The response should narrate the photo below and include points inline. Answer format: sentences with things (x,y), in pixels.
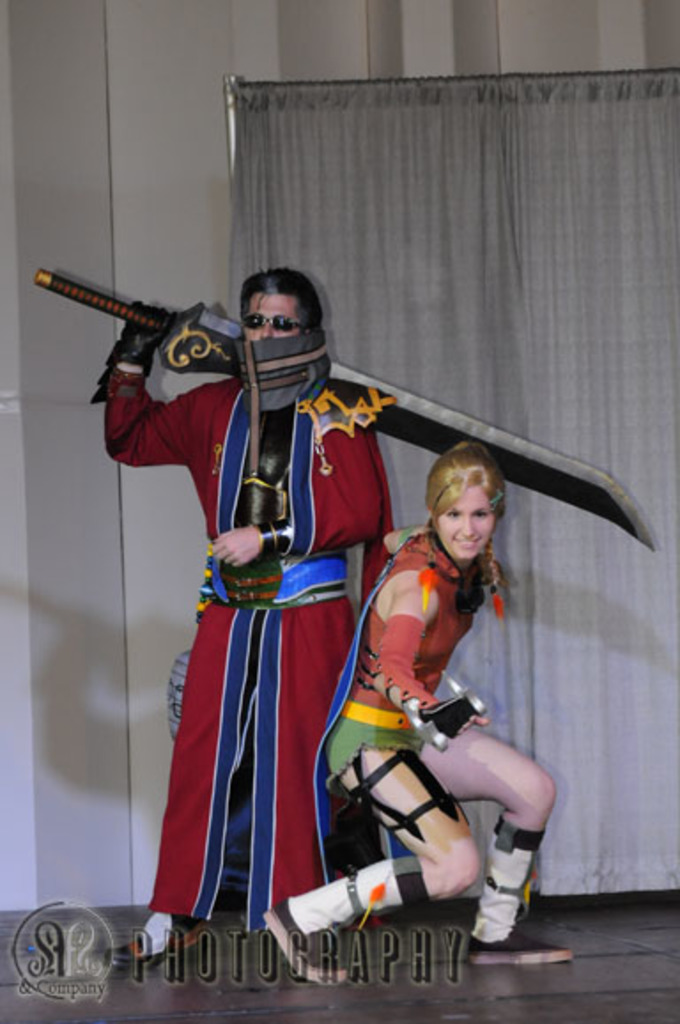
In this image I can see a person (298,552) wearing red and blue dress (298,538) is standing and holding a sword (442,422) which is black in color and a woman (425,623) wearing red and green dress (348,725) is crouching on the ground (488,1006). In the background (147,239) I can see the wall (149,169) and the curtain (445,229).
